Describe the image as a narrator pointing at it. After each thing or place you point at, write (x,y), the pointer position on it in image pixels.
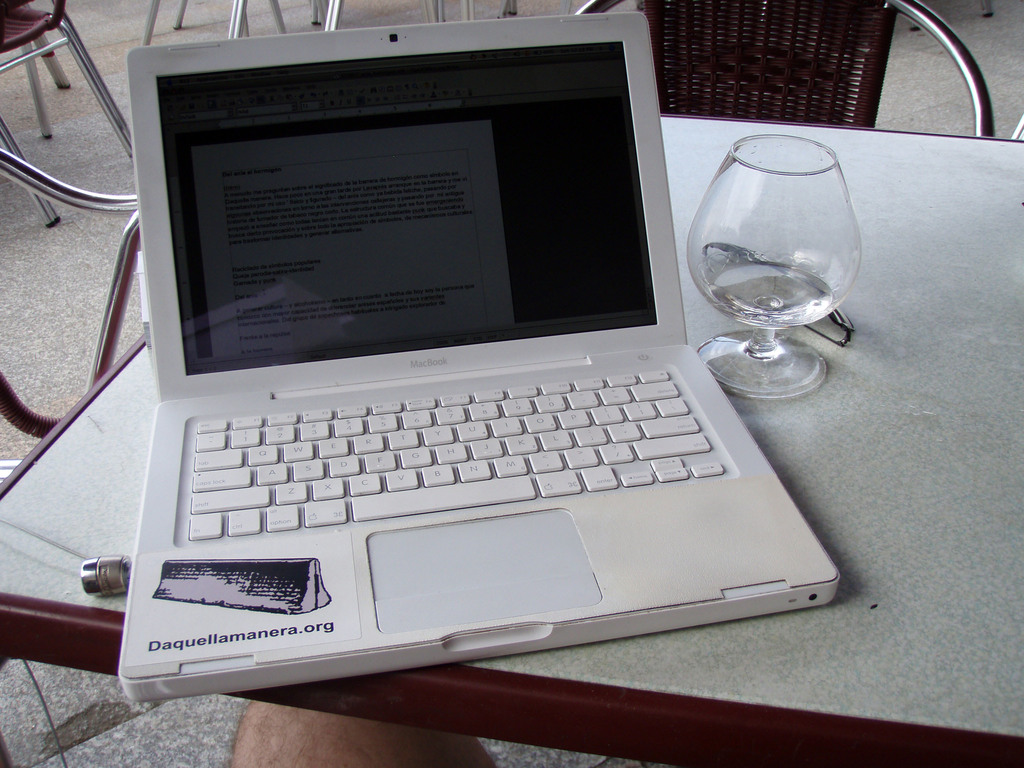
In this image, There is a table (927,648) which is in white color, on that table (930,298) there is a laptop (360,476) in white color and there is a glass (773,303) on the table (878,371), In the background (846,74) there is a chair (805,30) in brown color.
